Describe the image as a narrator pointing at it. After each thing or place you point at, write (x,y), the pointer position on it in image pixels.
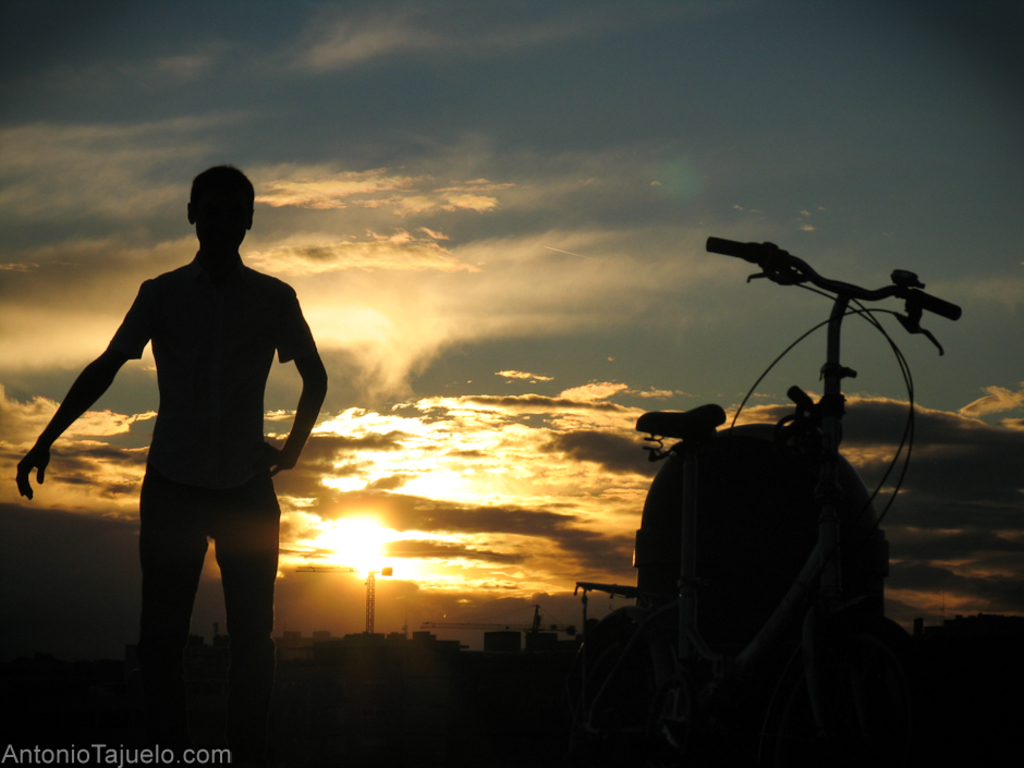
In the foreground of this image (659,608), there is a bicycle (659,613) on the right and the man (228,594) on the left (228,594). In the background (488,623), there are few buildings (486,632), the sunset (383,522), sky (651,74) and the cloud (475,306).
